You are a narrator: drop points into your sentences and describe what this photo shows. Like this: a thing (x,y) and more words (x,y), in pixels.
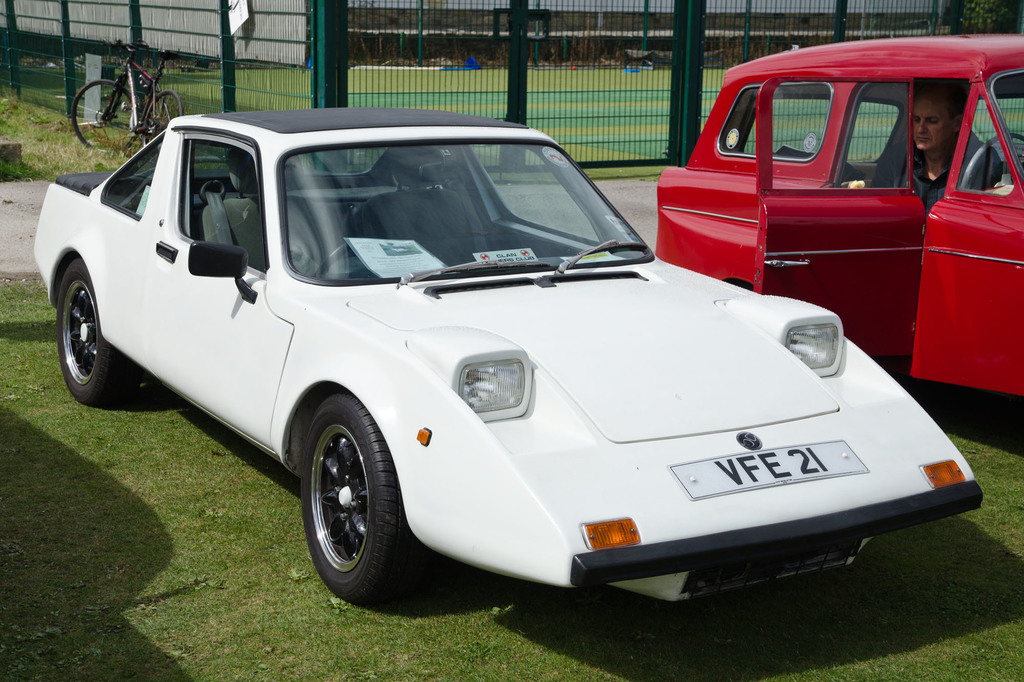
In this image in the foreground (687,227) there are two cars (543,238) and one person (918,137) is sitting in one car (902,149), in the background (355,90) there is a fence (379,86), cycle (115,100) and some poles (315,40), trees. At the bottom (105,538) there is grass (91,532).
